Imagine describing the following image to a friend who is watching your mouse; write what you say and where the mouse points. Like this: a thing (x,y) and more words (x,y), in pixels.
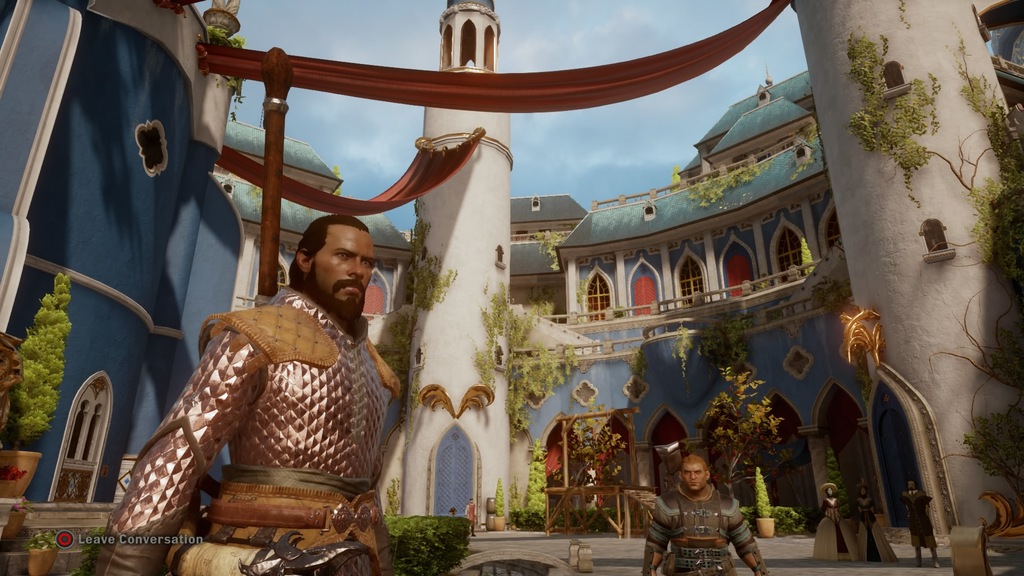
In this picture I can see animated image. I can see people (349,390). I can see the house (604,312). I can see plant pots (50,358).
